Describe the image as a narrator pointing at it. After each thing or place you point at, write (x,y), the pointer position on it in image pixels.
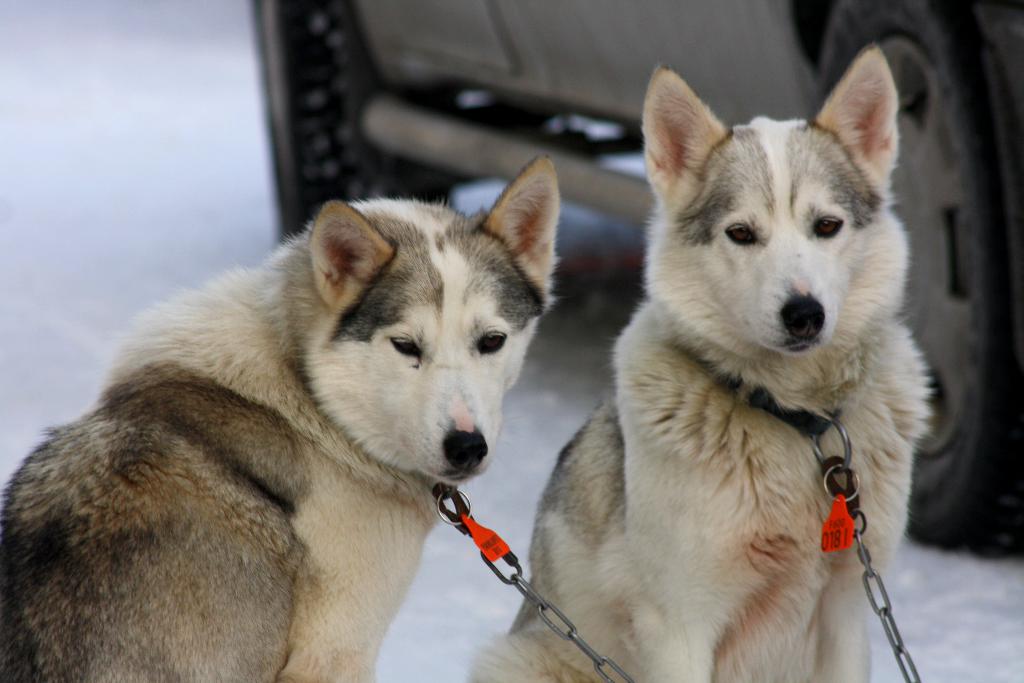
In the middle of the image (453,264) we can see two dogs (722,227). Behind the dogs (470,262) there is a vehicle (384,21).
